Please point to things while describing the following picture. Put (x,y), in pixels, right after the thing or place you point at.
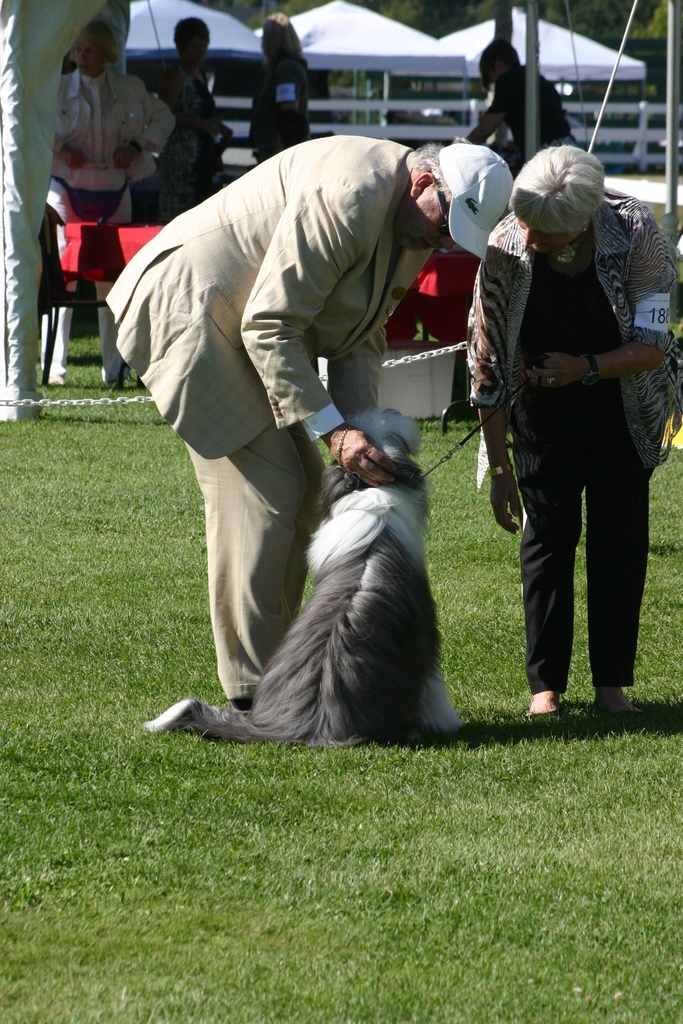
This image consists of few people (371,258). In the front (395,539), we can see a dog (349,694) sitting on the ground (365,898). At the bottom (246,912), there is green grass (451,879) on the ground (458,764). Beside the dog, there is a man (188,393) wearing a suit (354,275) along with a cap (450,225). In the background (662,119), it looks like a tent (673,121) and a fence (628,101). And we can see a table (84,261) covered with the red cloth (450,308). On the right (634,472), there is a woman (606,361) standing.
